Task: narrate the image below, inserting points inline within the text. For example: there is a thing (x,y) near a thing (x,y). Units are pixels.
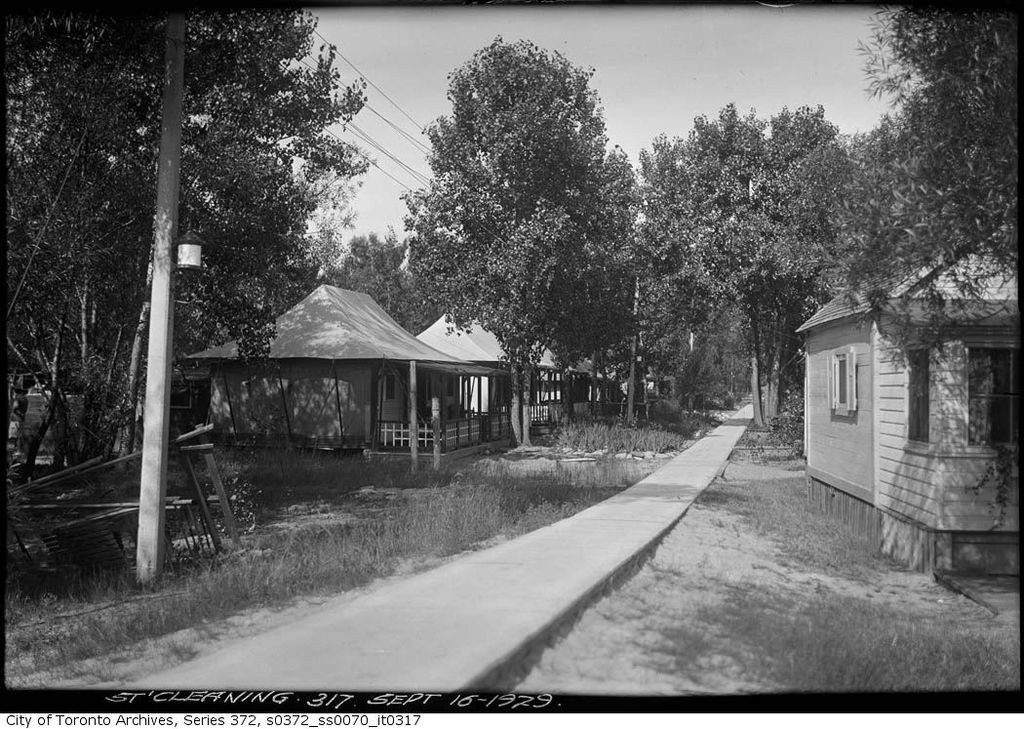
In this image I can see the black and white picture in which I can see the road (533,561), some grass (464,533) on both sides of the road (689,468), a pole (144,561), few wires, few trees (681,250) and few buildings (435,323). In the background (843,109) I can see the sky (336,59).
